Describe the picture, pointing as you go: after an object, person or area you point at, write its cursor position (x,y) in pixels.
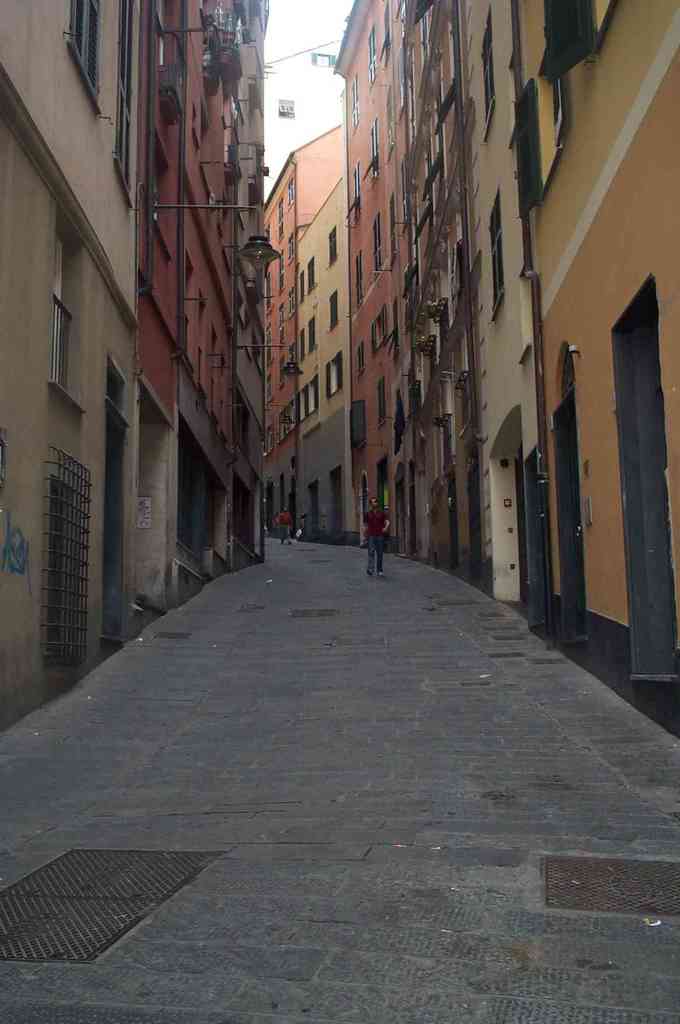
In the picture we can see street (296,778), there are some persons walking along the street (323,743) and we can see some buildings (116,331) on left (157,244) and right side of the picture (614,212).
